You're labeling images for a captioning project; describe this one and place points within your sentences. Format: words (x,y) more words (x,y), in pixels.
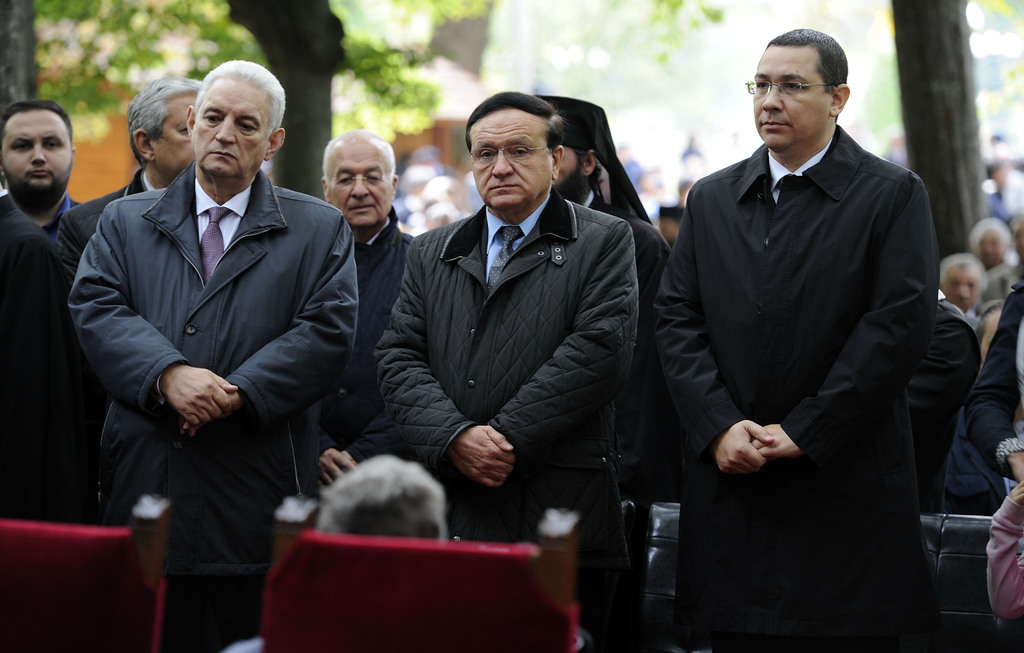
In this image there are group of people (702,331) standing together, also there are so many people (991,564) around where we can see there are so many trees (973,90) behind them.
